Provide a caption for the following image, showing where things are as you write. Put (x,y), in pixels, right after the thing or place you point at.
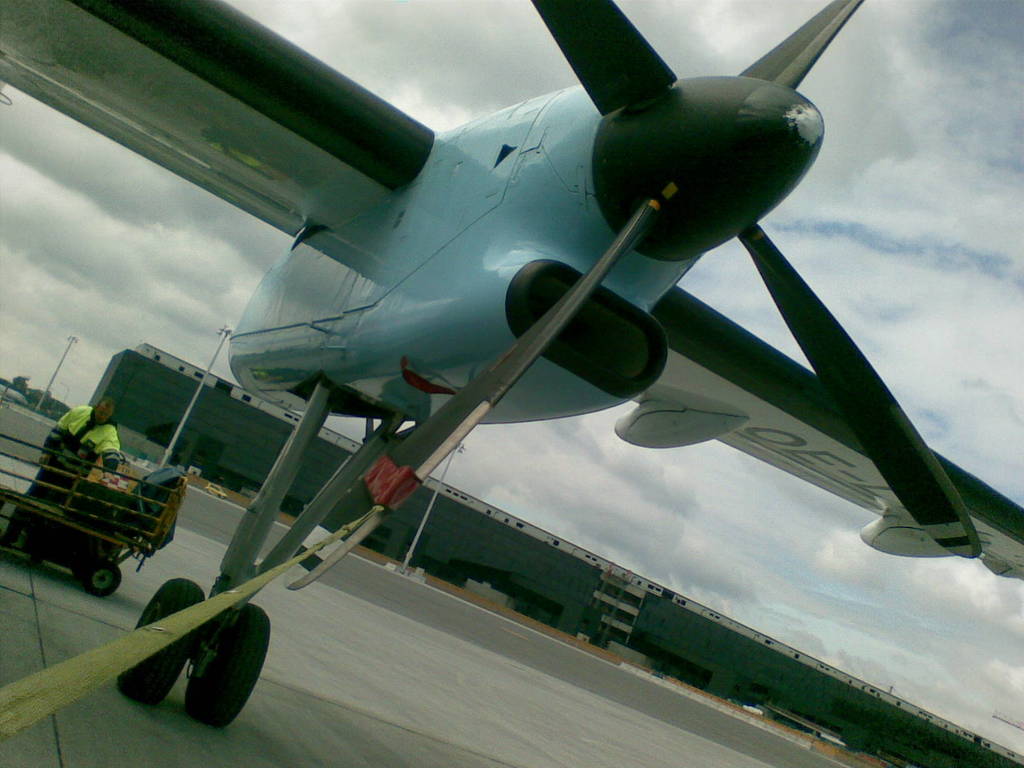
Here we can see a plane (359,540) on the road (285,700) and on the left side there is a man (46,464) standing on the road (188,532) at the cart (89,510). In the background (221,433) there are buildings (547,570), poles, trees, glass doors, vehicles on the ground (587,703) and clouds (334,4) in the sky (334,4).
